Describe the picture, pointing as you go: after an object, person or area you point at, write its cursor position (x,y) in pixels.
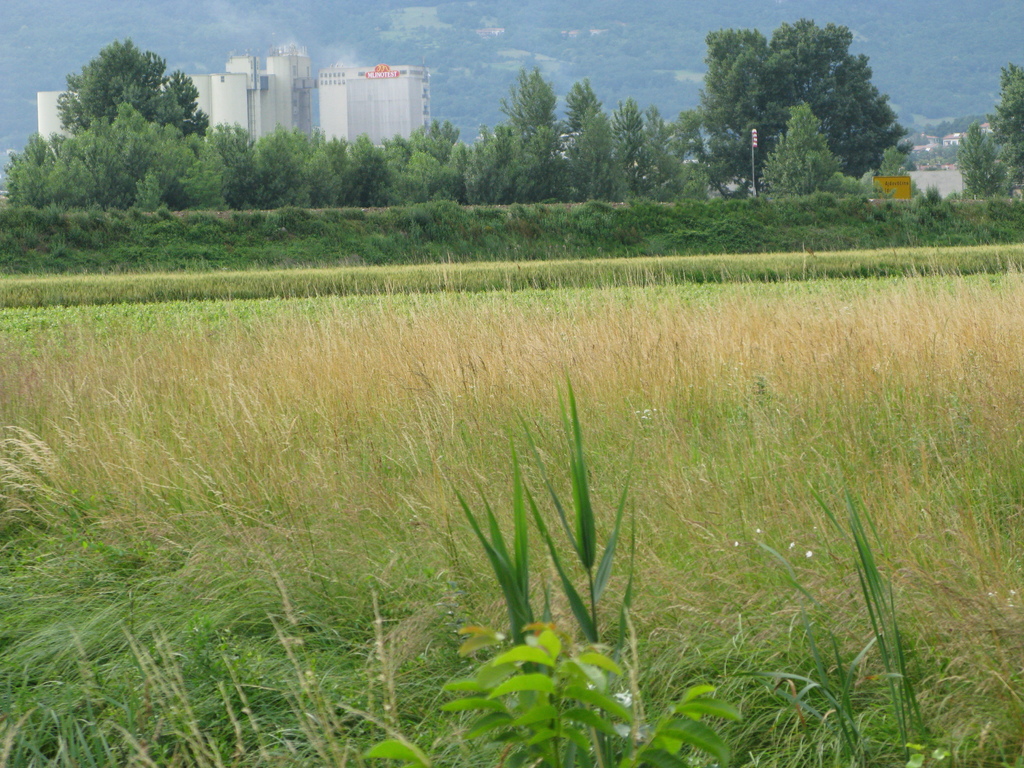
In this picture there are buildings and trees (280,137) and there are poles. At the back (187,58) there are trees (523,40) on the mountain (576,36). In the foreground (745,454) there is grass (624,484) and there are plants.
